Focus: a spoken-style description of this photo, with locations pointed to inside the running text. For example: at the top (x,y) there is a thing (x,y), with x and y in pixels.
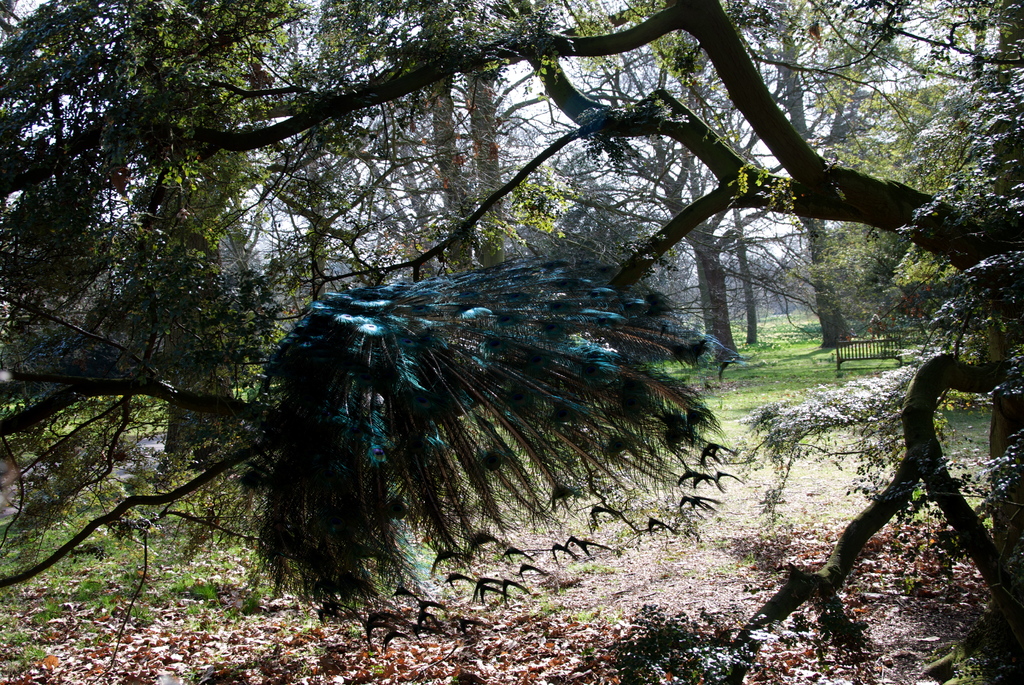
This is an outside view. In this image I can see many trees (548,151). In the middle of the image (569,310) I can see some peacock feathers (379,347) on a tree (237,399). On the right side (862,352), I can see a bench (856,352) which is placed on the ground (796,372). At the bottom of the image (512,666) there are many leaves (193,636) and plants (169,581) on the ground (639,601).
